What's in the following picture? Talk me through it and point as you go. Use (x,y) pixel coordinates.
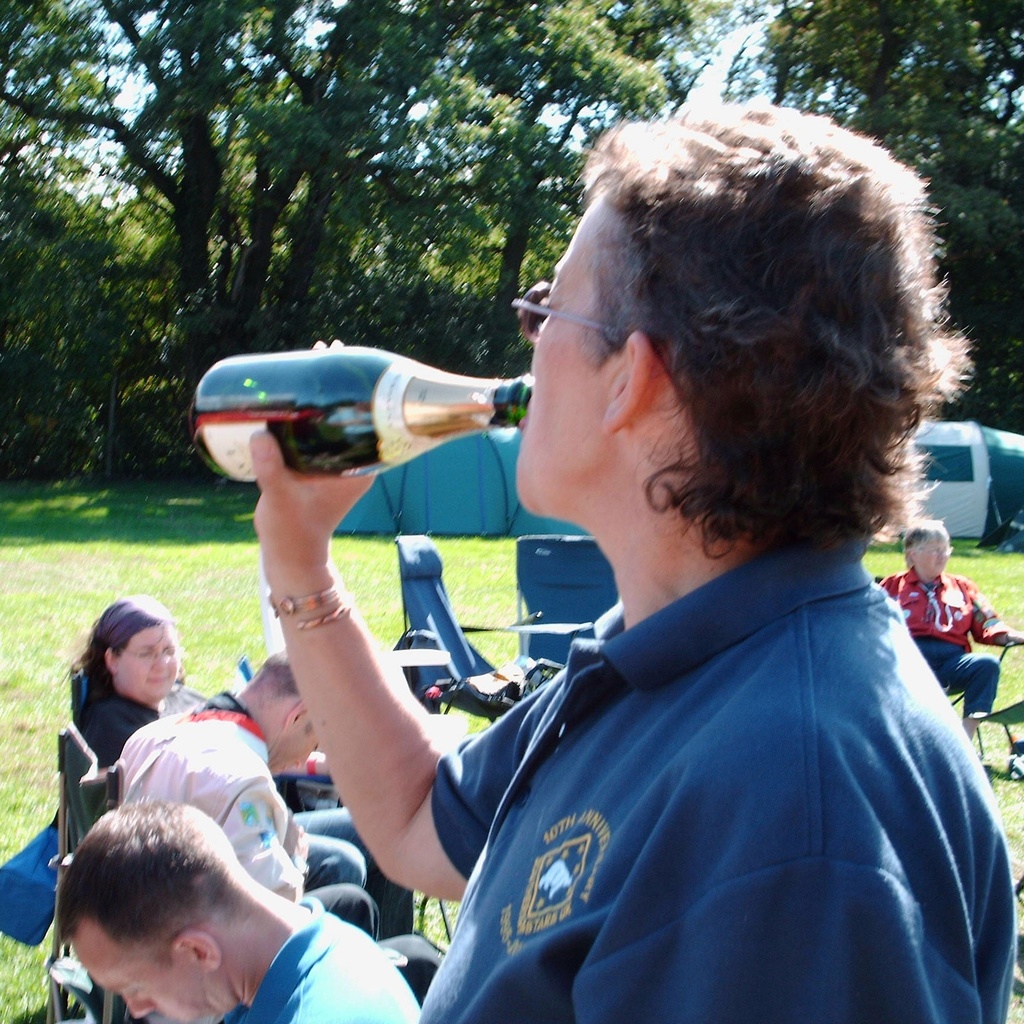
In this picture there is a person (837,794) who is standing at the right side of the image (755,426) is drinking the juice (272,378) from the bottle (438,383) and there are other person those who are sitting here enjoying the time its a day time and there are some trees (8,472) around the area of the image.
